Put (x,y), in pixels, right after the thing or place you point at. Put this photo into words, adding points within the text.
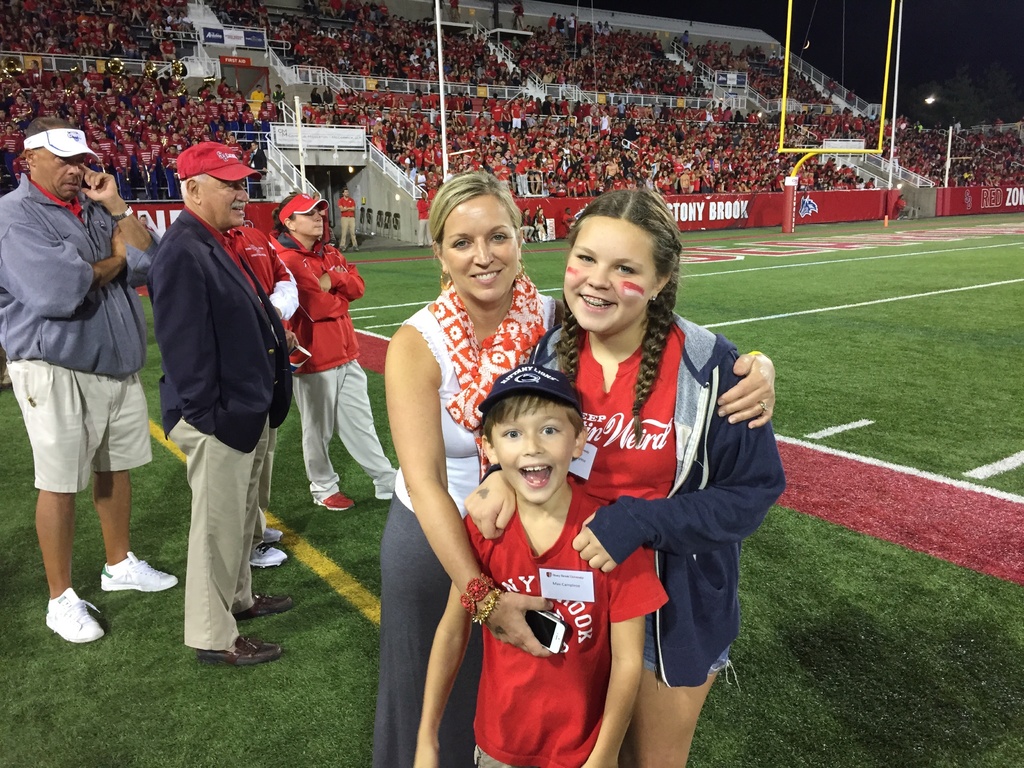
In this image I can see two women (475,342) standing and a boy (578,580) wearing red t shirt (563,661) and blue hat (526,377) is standing in front of them. In the background (198,569) I can see few persons (168,324) standing on the ground (714,287), the stadium (697,226), number of persons (537,137) in the stadium (494,114), a light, a tree (936,97) and the dark sky (921,57).
